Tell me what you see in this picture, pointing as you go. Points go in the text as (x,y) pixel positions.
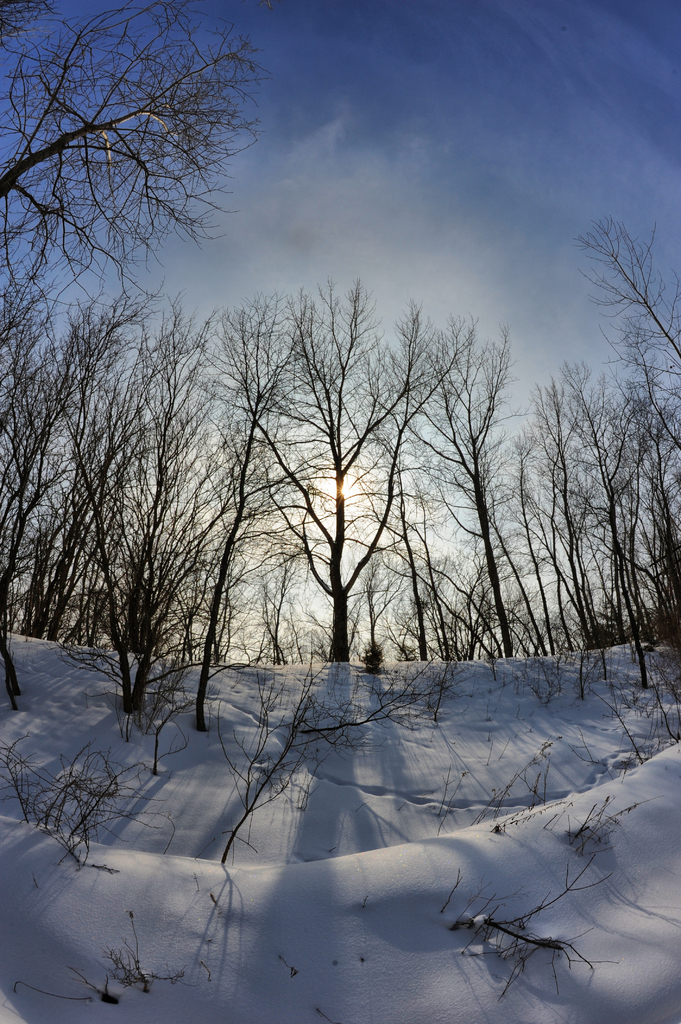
There is a snow hill (338,771). On which, there are plants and trees (135,654). In the background (399,258), there are clouds (399,179) in the blue sky (456,134).
